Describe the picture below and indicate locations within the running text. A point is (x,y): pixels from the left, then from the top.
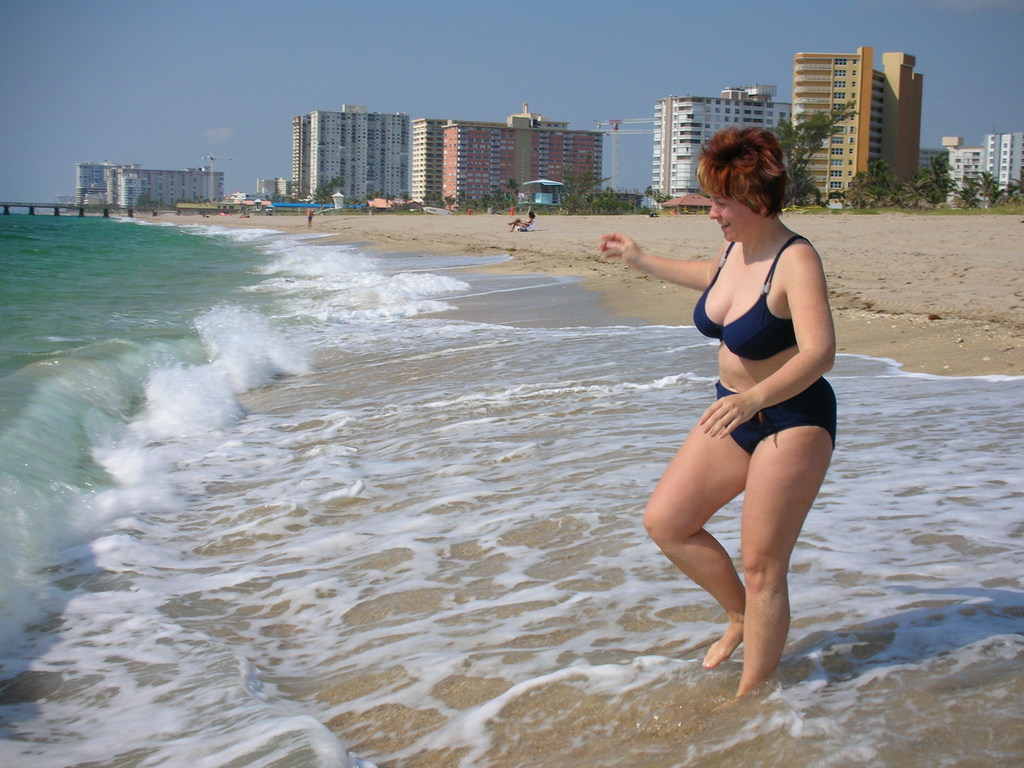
In this picture we can see a woman (781,473), here we can see water (259,373) and in the background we can see people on the ground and we can see buildings (1003,152), trees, sky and some objects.
